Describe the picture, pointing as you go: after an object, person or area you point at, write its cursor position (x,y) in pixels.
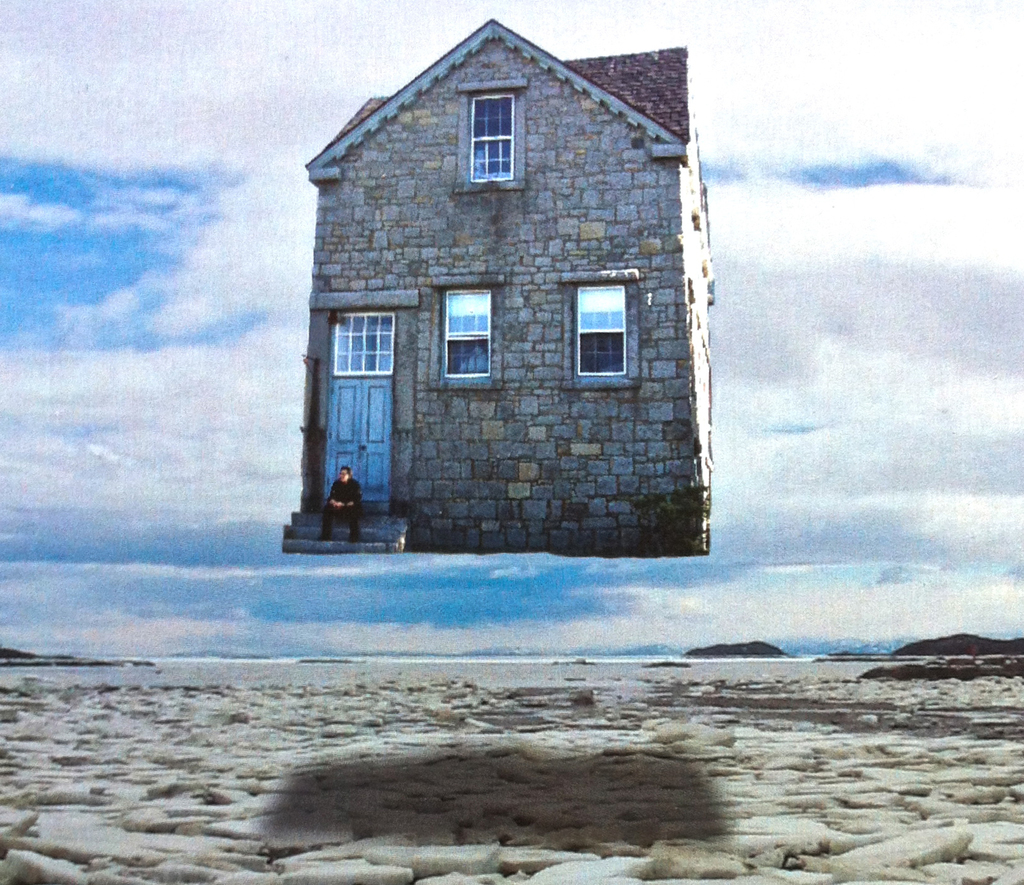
It is an edited image. In this image we can see a house (370,396) with a door (372,399) and windows (479,312). We can also see a person (353,498) sitting on the stairs (362,519). In the background (175,460) there is sky (255,273) with the clouds (236,48) and at the bottom (540,700) we can see the stones (740,814).
